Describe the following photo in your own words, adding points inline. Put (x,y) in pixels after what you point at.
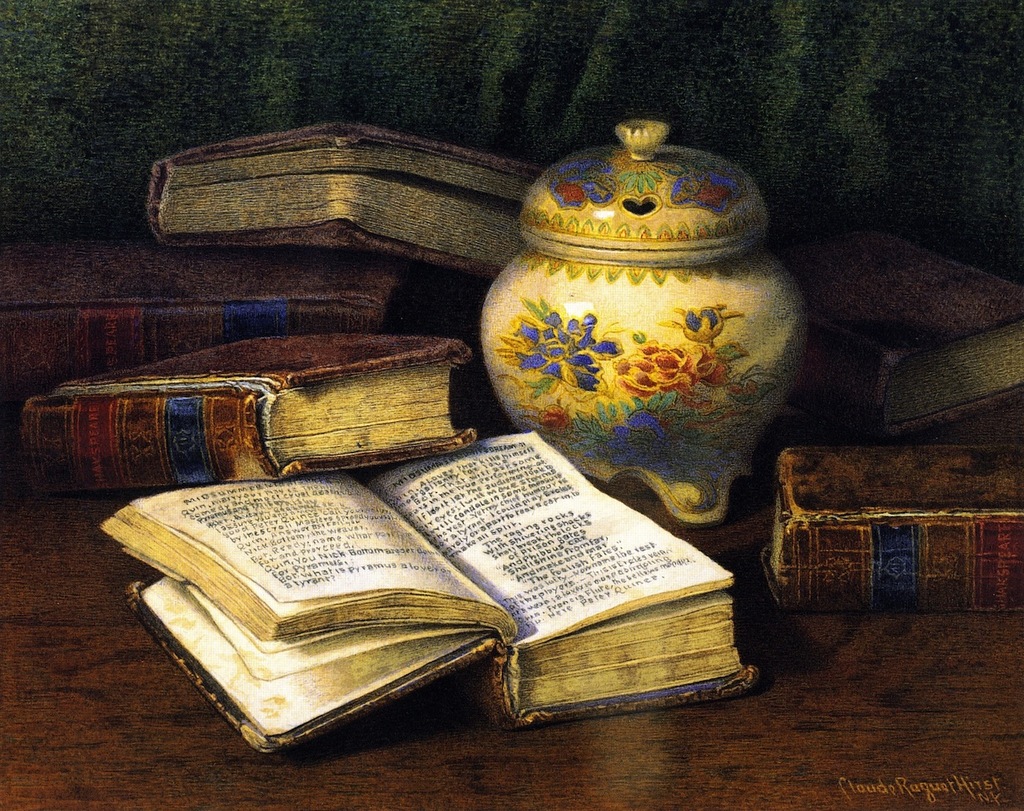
This is a picture of a painting (539,297) where there are books (8,270), ceramic pot (637,292) with a lid (675,206), and there is a signature (848,783).
